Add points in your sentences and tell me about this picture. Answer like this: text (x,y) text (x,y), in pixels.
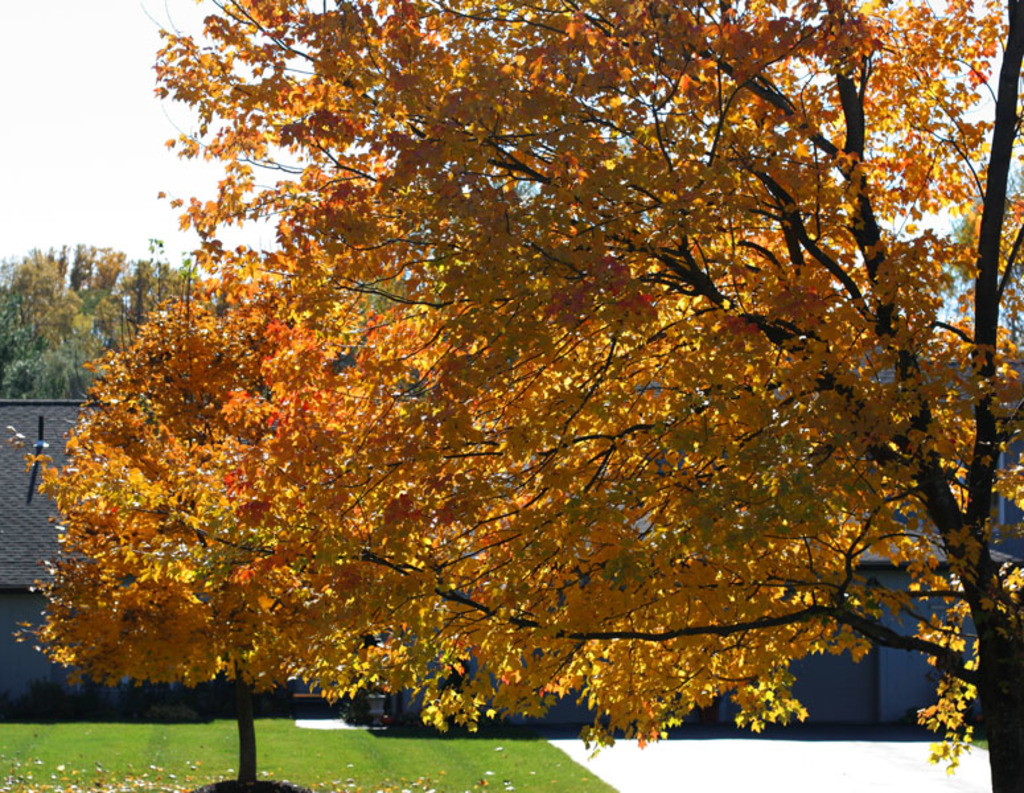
In this image there is grass (150,781), house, trees (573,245), a tree (456,353) with yellow color leaves (242,435), and in the background (130,218) there is sky (143,110).
